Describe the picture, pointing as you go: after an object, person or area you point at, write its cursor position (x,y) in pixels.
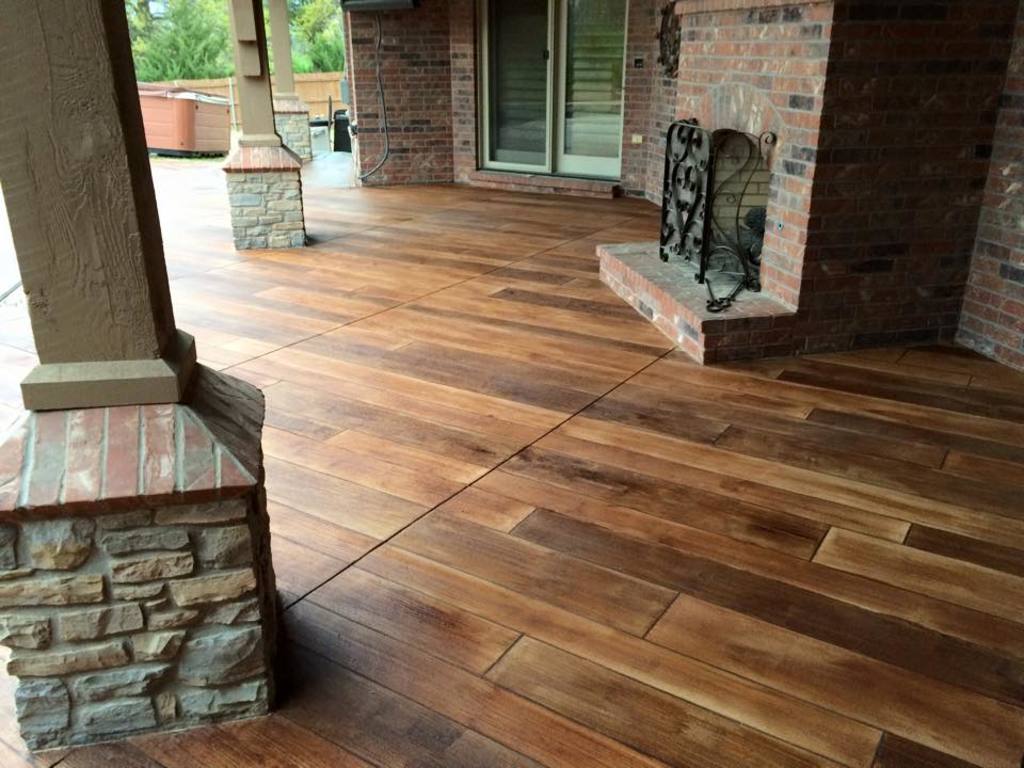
In the picture we can see a wooden floor (683,632) with some pillars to the roof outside the building (463,52), and besides, we can see a wall (463,34) with a glass door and a fire chamber (782,202) and in the background (216,47) we can see a wall (223,87) behind it we can see some plants (218,68).
